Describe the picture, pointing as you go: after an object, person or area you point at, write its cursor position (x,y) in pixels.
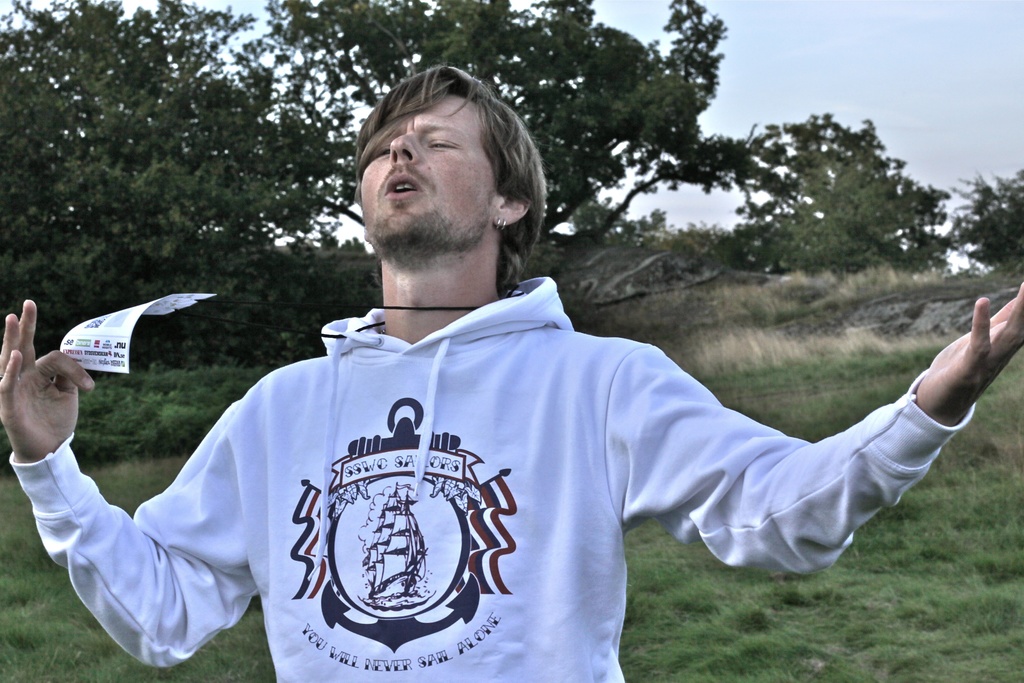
In this image I see a man (532,362) who is wearing white color hoodie (365,460) and I see that he is holding a paper (76,341) in his hand (78,375). In the background (164,401) I see the grass (843,665), trees (89,275) and the sky (784,49).
